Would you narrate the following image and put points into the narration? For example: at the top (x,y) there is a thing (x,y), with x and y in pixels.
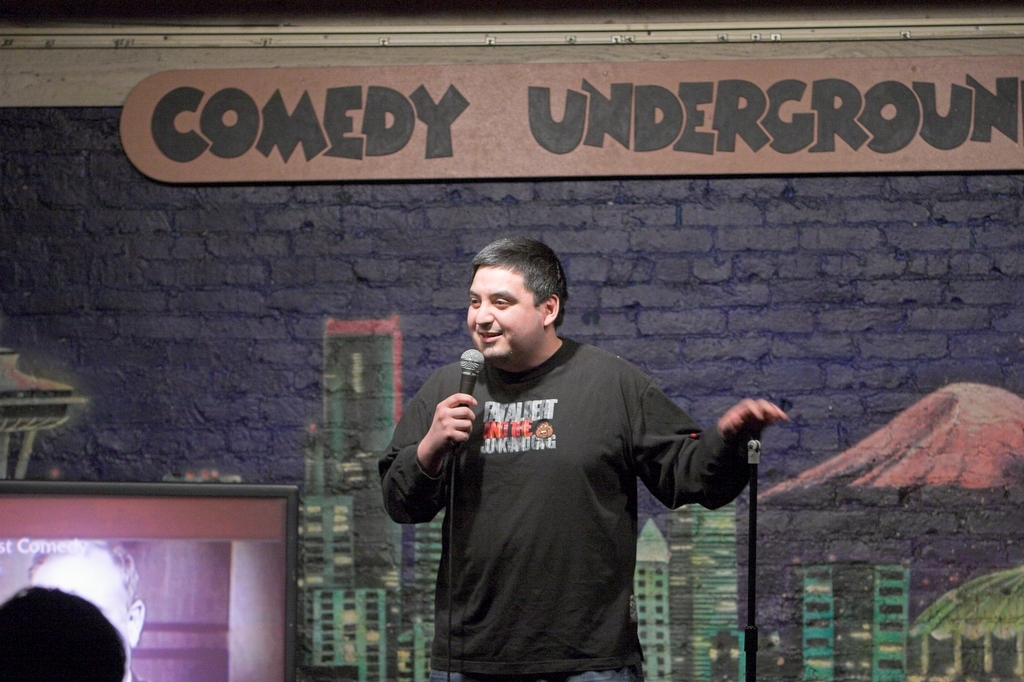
This picture shows a man (524,393) standing and speaking with the help of a microphone (474,369) in his hand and we see painting (882,680) on the wall (837,331) and we see a television (127,555) and some text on the wall (705,192).
